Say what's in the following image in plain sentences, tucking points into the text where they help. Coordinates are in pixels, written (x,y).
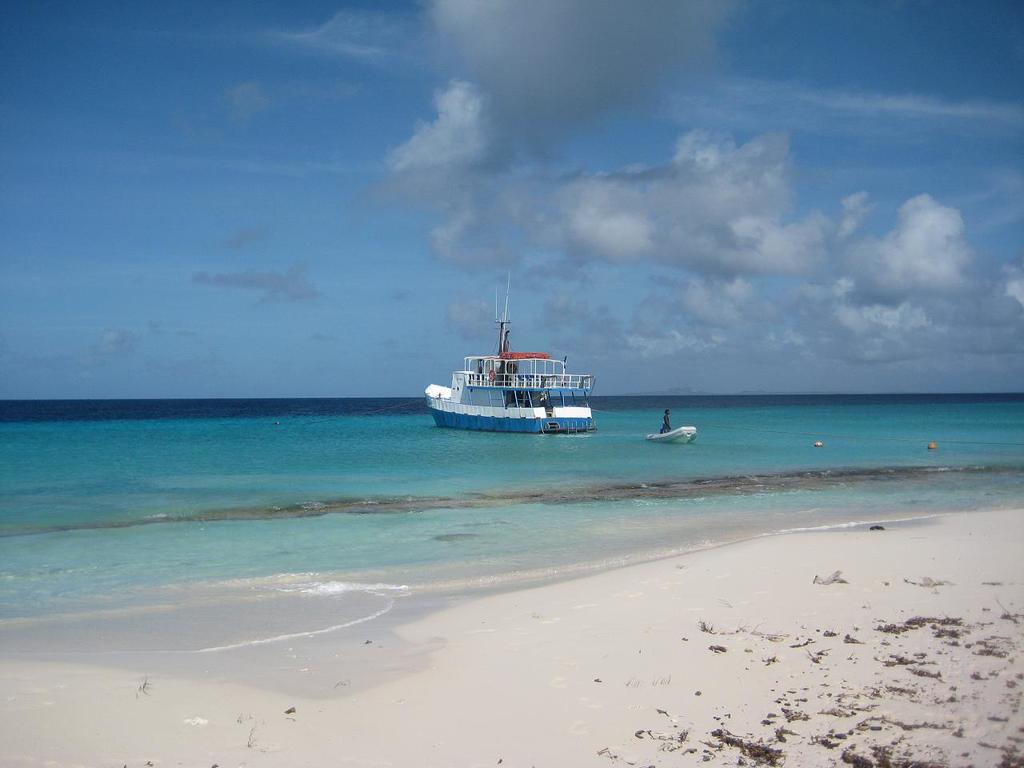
In the middle (501,424) I can see two boats (510,323) and a person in the water (525,464). In the background (734,260) I can see the sky (613,241). This image is taken may be on the sandy beach (722,675).
